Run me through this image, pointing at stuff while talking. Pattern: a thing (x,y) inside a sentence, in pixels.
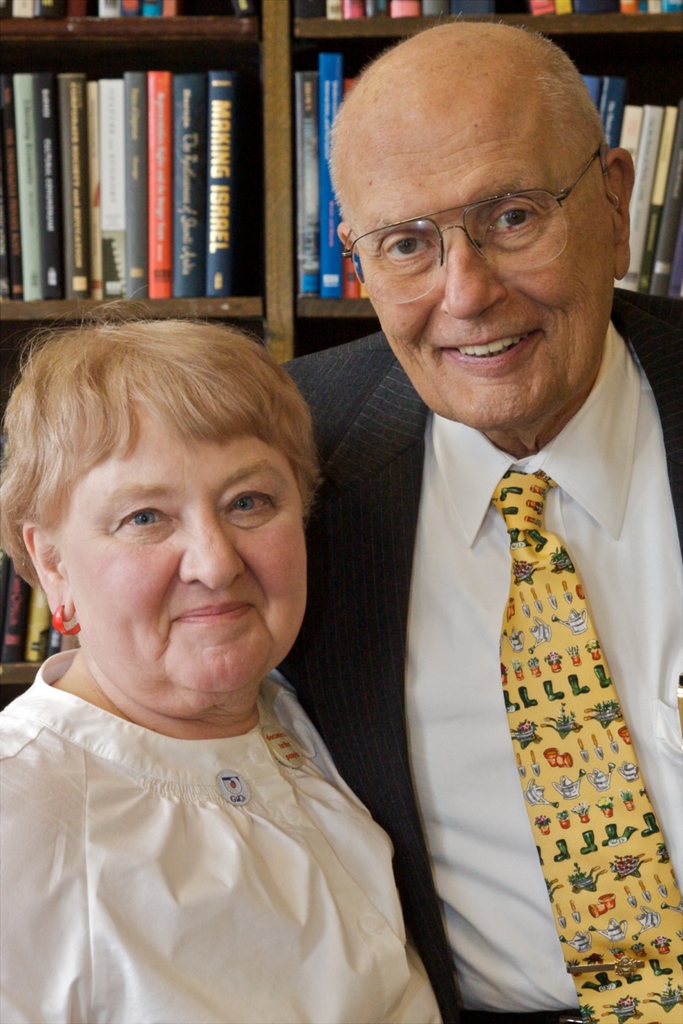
In this image on the right (545,444) there is a man (548,541), he wears a suit (365,482), shirt (496,587), tie (530,636), he is smiling. On the left (163,634) there is a woman (163,664), she wears a shirt (162,787), she is smiling. In the background (249,140) there are shelves (253,74) and books (200,149).
